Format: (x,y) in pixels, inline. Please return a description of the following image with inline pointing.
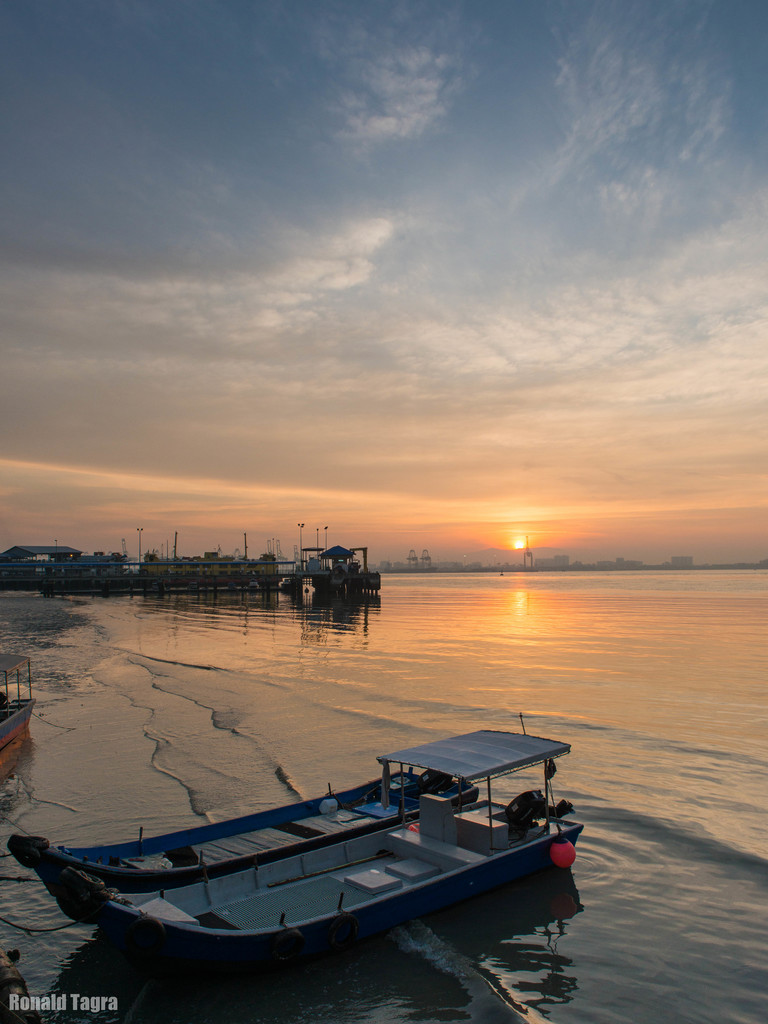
In this image we can see boats (350,931), water (524,649), sunrise (520,539) and cloudy sky (506,346). Far there is a shed (351,562) and poles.
